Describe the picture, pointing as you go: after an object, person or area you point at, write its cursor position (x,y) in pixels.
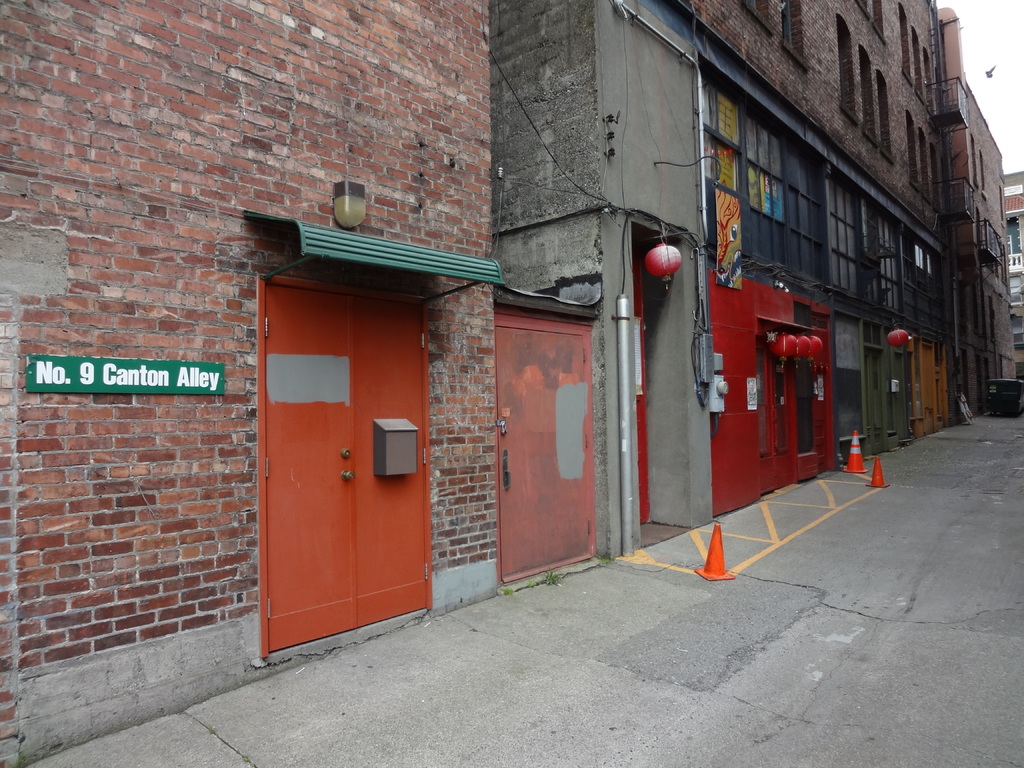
In this image we can see the buildings (737,449), safety cones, road (782,568), light (360,188), board (130,387) and also the sky (996,108).
